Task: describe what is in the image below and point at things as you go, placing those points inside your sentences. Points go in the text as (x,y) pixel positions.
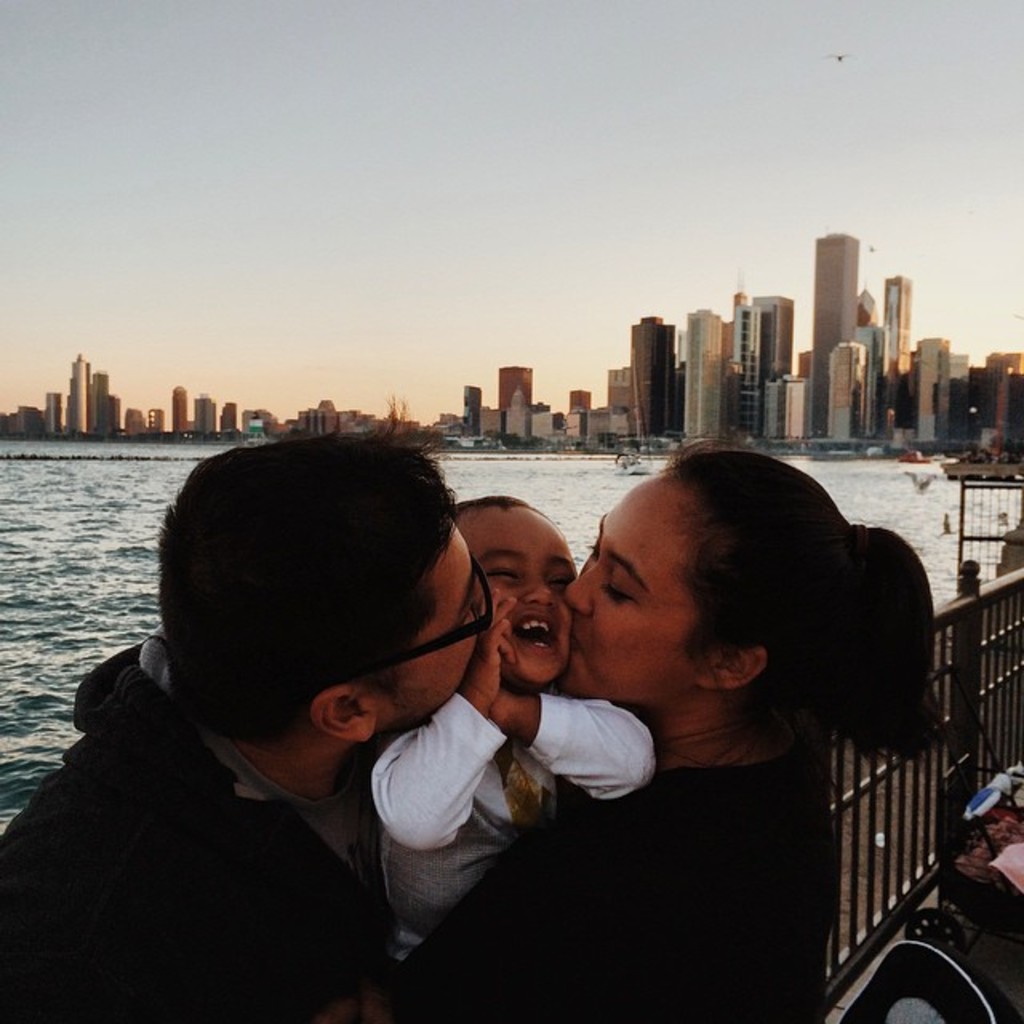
In this image there is a couple (336,683) kissing a child (513,721), behind the couple (607,516) there is a metal fence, behind the fence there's water (585,514), in the background of the image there are buildings (343,417).
